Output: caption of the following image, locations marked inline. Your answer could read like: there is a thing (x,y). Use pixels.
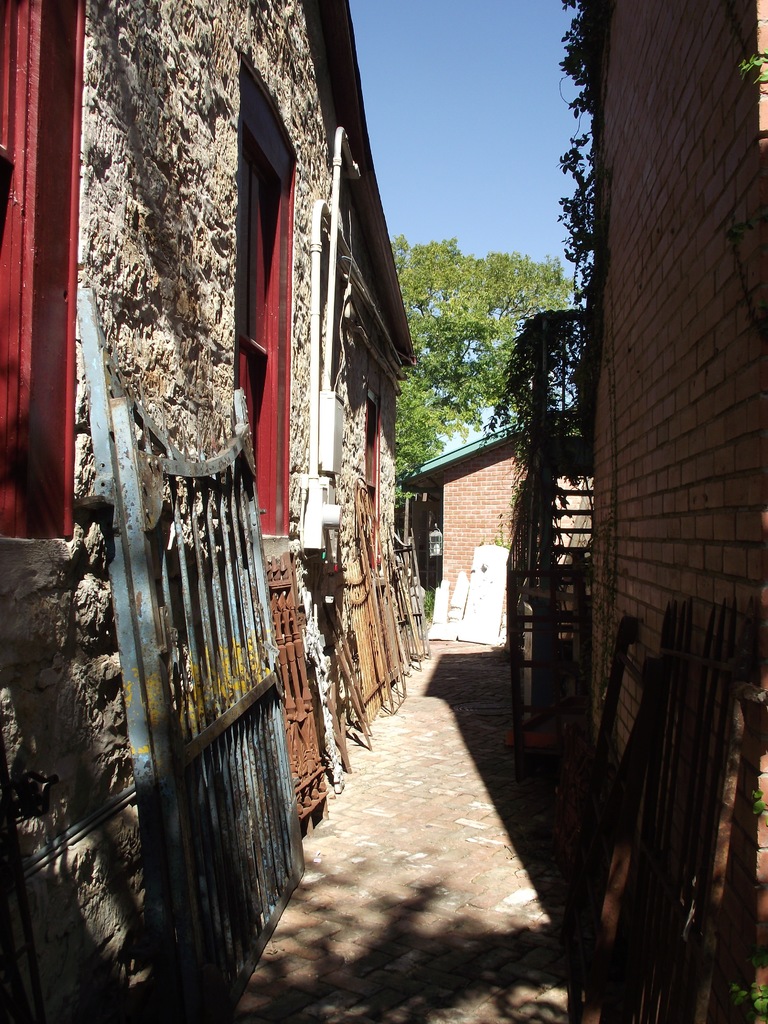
Here we can see a street (352,854) full of houses (335,80) present and there are plants (557,339), trees (513,294) present and we can see an iron gate (107,414) present here and there, we can see windows (33,7).
